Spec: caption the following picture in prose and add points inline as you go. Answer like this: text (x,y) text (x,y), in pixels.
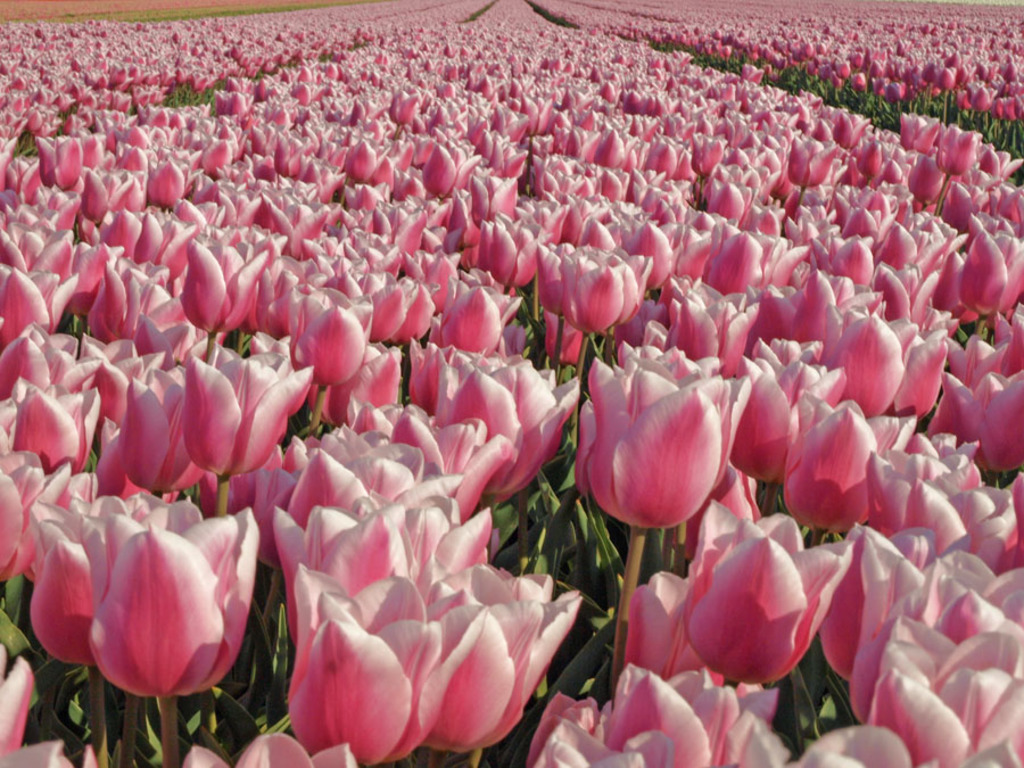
In the image we can see flowers (476,331), pink and white in color and the leaves (606,624).
